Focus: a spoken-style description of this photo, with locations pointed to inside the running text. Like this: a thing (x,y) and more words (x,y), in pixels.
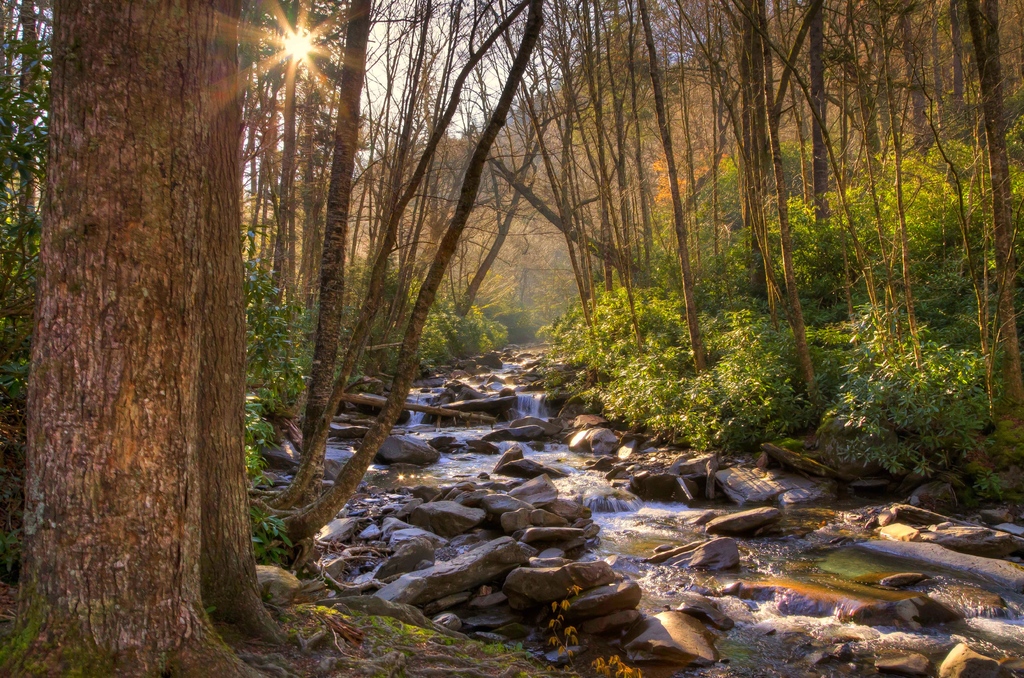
These are the trees (516,276), in the middle (507,370) water (488,456) is flowing.
